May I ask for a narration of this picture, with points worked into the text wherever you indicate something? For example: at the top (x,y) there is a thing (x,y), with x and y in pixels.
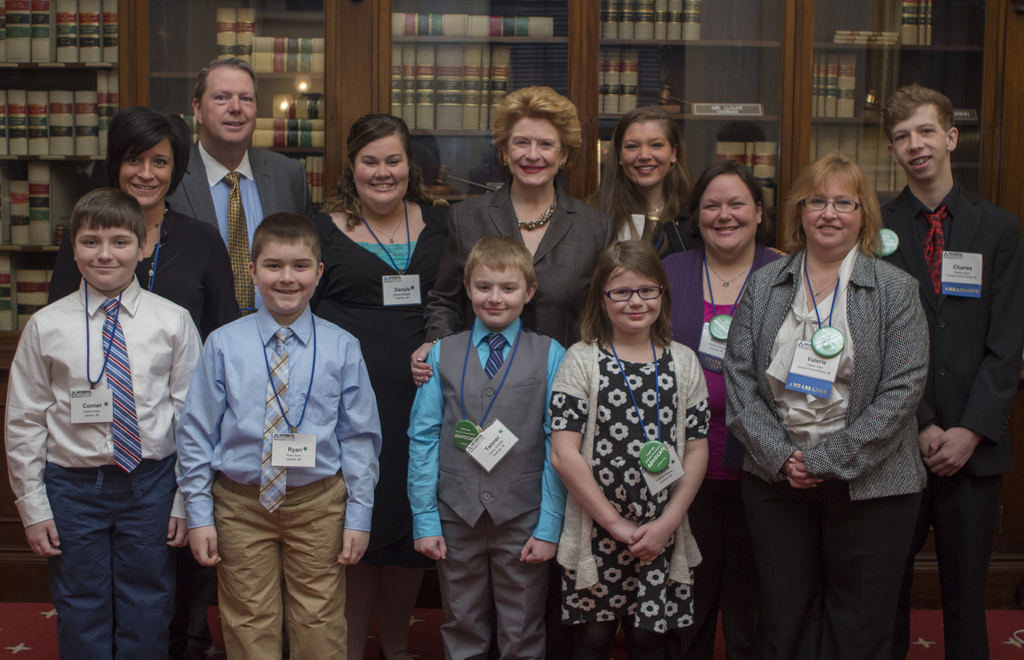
In this image I can see people (298,342) standing and smiling. They are wearing id cards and there are books (2,237) in the shelves (705,86), at the back (695,96).
